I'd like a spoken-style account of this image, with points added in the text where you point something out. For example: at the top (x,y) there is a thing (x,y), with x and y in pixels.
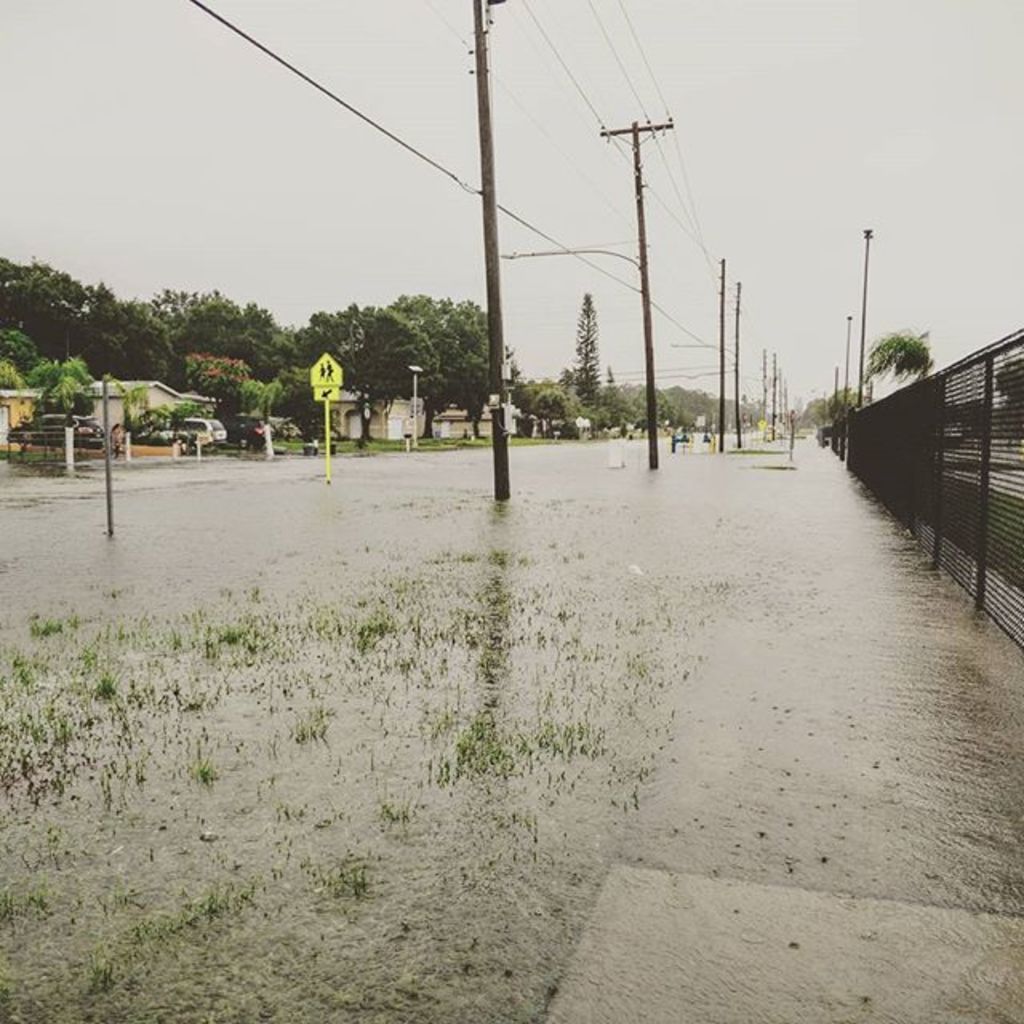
In the center of the image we can see poles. On the right (846,430) there is a mesh (949,445). On the left (16,299) there is a sign board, building (352,428) and trees (282,374). At the top (440,183) there are wires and sky (619,118).
